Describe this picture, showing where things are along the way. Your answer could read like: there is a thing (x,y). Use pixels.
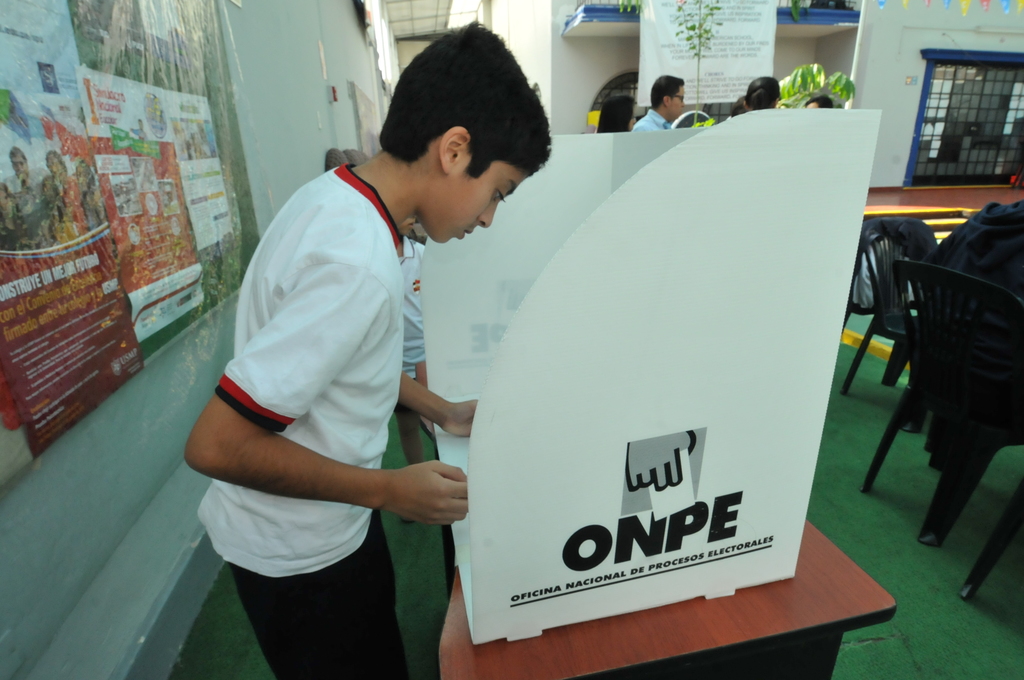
In this picture there is a man (349,445) who is standing. There is a poster (90,252) at the background (107,114). There is a table (821,619), chair (946,274). There are few people (748,105) standing at the background (772,101). There is a green carpet (899,453).
